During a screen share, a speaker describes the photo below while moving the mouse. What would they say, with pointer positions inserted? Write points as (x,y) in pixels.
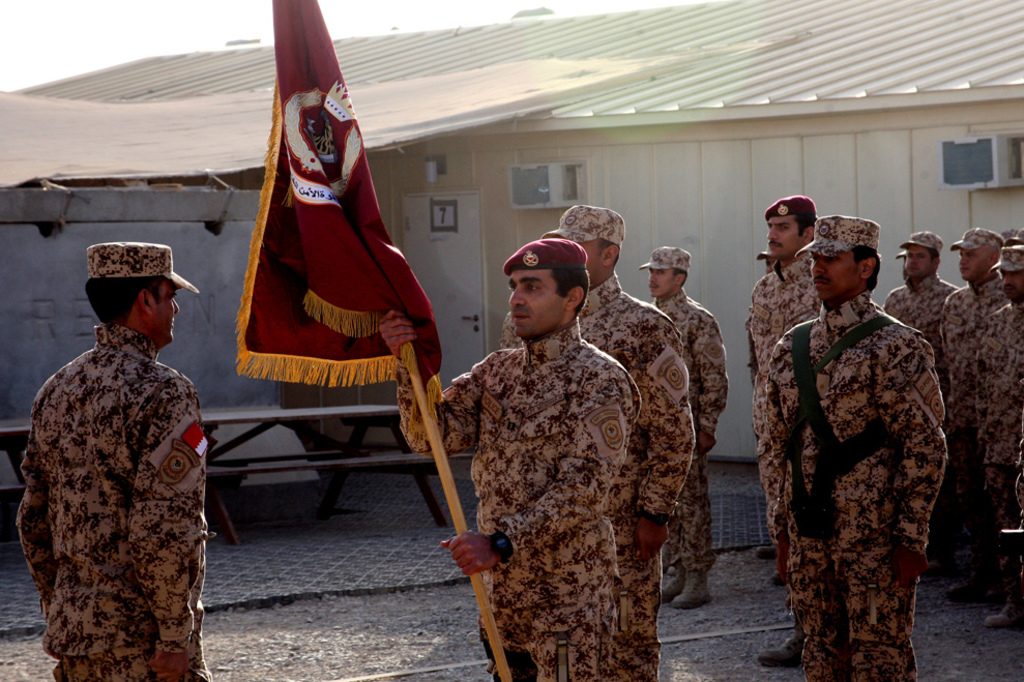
In this image we can see a group of people (659,287) standing on the ground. In that a man (509,617) is holding the flag (312,86) with a stick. On the backside (712,265) we can see a wall (46,348), some benches (291,459) and a house (883,22) with roof (604,39), door (460,231) and some electronic devices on a wall (488,184). We can also see the sky (151,44).
